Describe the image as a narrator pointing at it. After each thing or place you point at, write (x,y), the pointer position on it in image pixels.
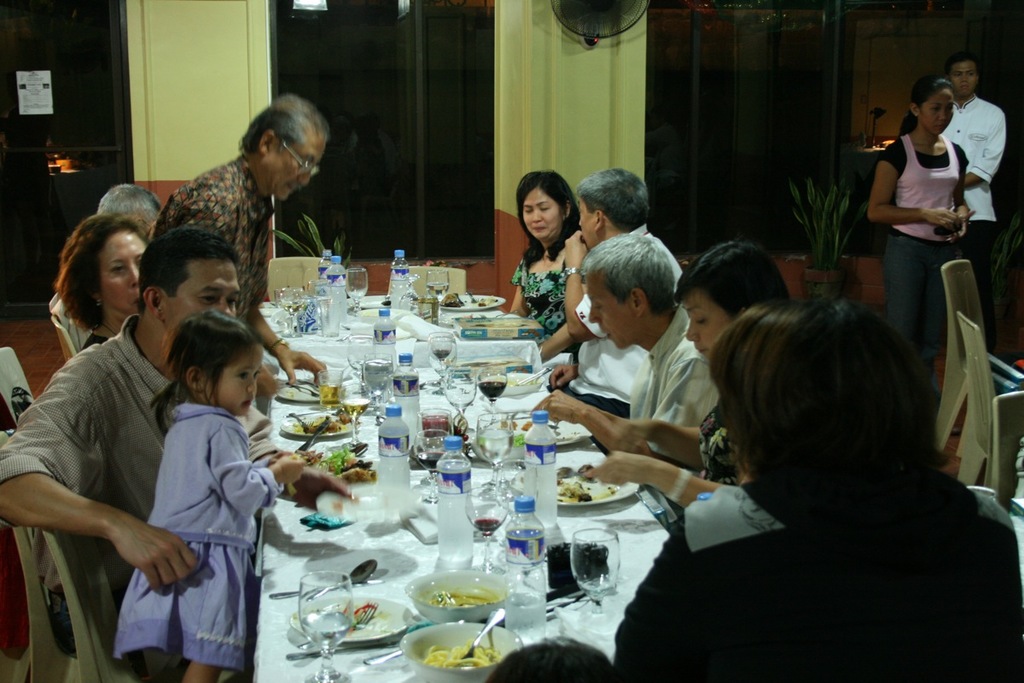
Few persons (668,657) are sitting on the chair (958,275) and few persons (204,201) are standing. We can see bottles (403,465), glasses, plates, spoons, food (347,451) and things (418,508) on the table (430,566). On the background (673,68) we can see wall (175,57), window (758,159), plant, fan (584,2).
